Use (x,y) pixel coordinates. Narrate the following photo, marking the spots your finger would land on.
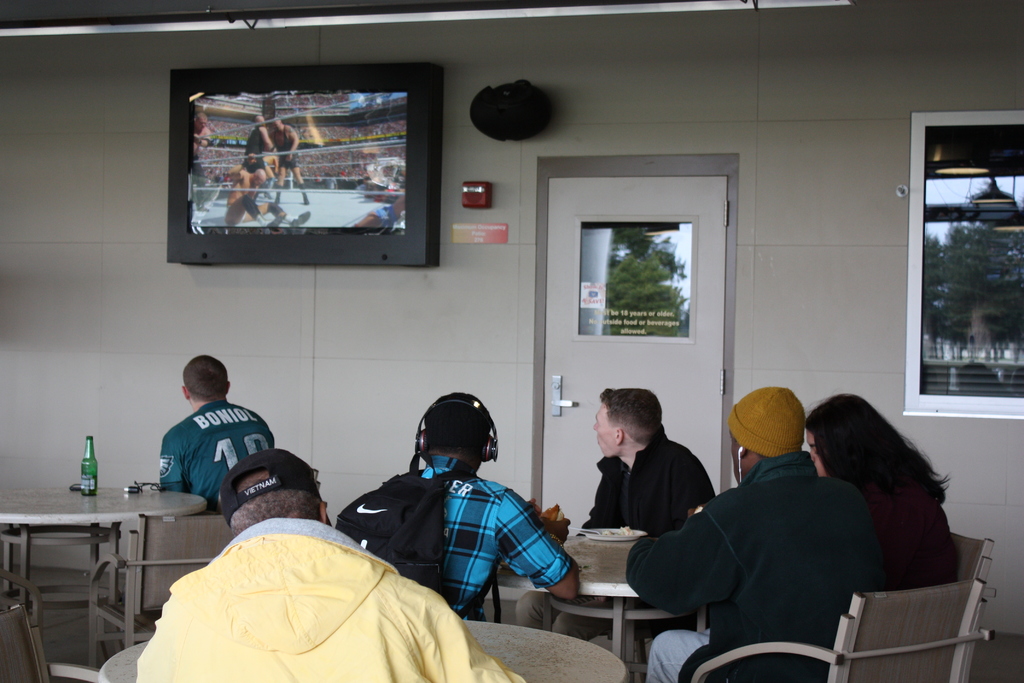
In this image we can see few people (185,424) sitting on the chairs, a person (465,519) is wearing a backpack (411,516) and headphones (489,453), there are few tables (623,587), there is a bottle (84,462) on the table (79,531) and a plate (613,539) on other table (591,591), there is a television (332,204) and few objects (510,115) on the wall (451,184), there is a door (600,351), on the glass (951,265) we can see the reflection (641,267) of trees (642,284), lights (992,197), stairs (937,387) and the sky (967,194).
